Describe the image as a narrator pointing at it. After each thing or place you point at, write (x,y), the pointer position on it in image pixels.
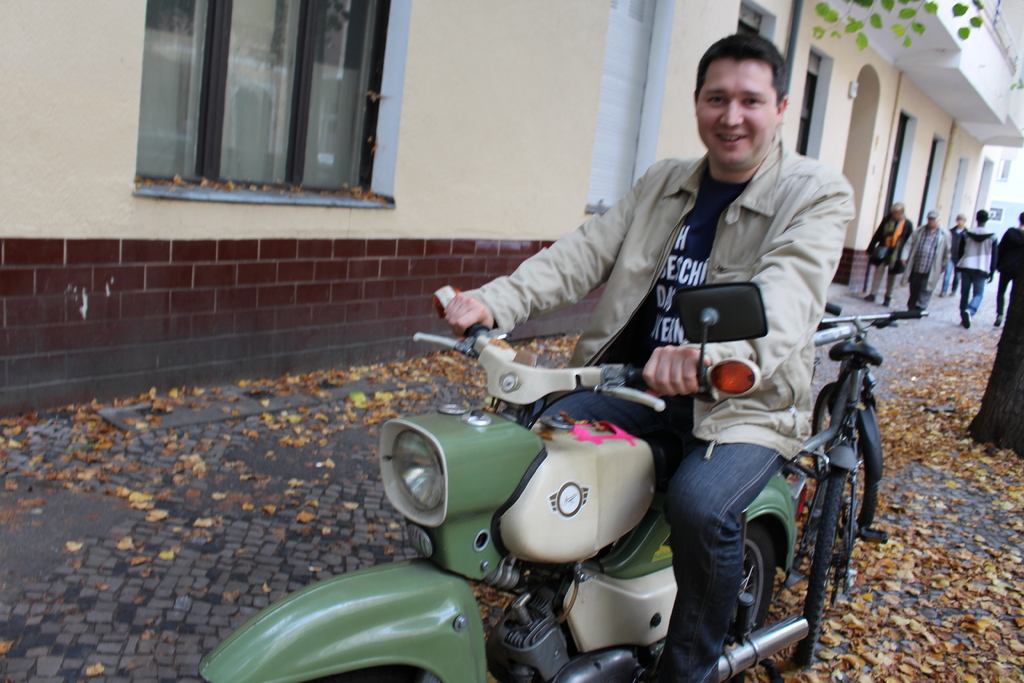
A person (630,300) is sitting on a bike (534,487) and holding it. There is a cycle (854,407) behind him. In the background (957,251) there are some persons (926,253) walking. Beside him there is a building (571,87) with windows (245,85). On the road (235,422) there are dried leaves (937,584).
